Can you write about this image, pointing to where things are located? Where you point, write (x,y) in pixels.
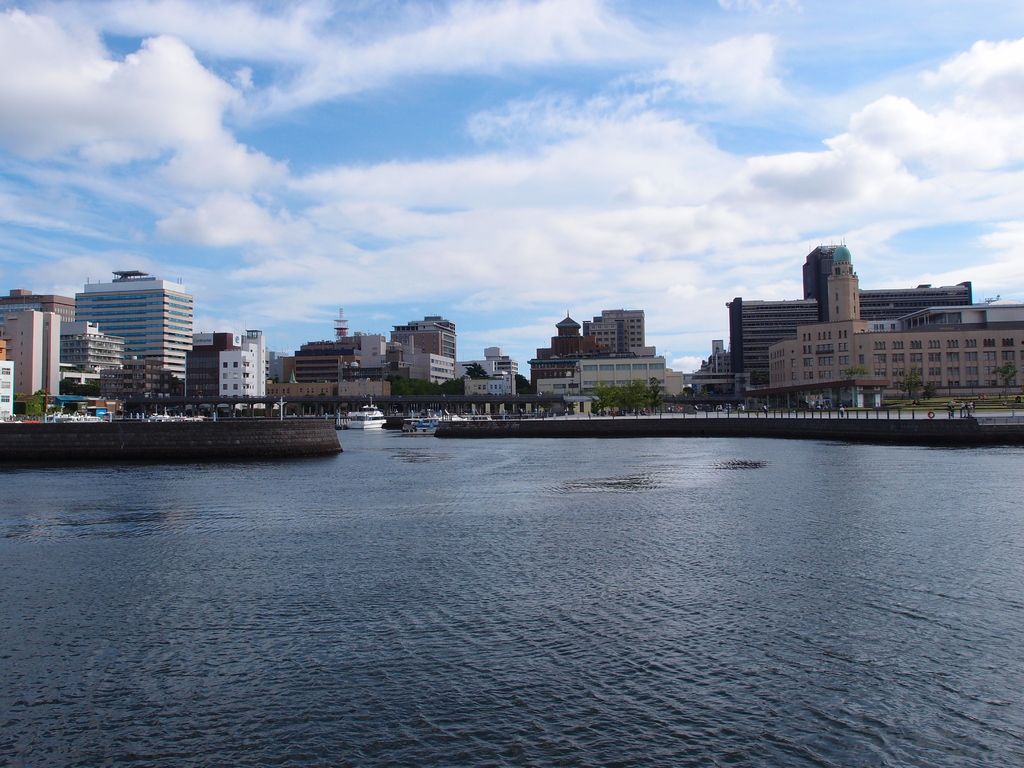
In this image we can see the water (651,538) and there are some boats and we can see some building (773,333) in the background (957,319). We can see some trees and at the top (965,138) we can see the sky (968,252).
